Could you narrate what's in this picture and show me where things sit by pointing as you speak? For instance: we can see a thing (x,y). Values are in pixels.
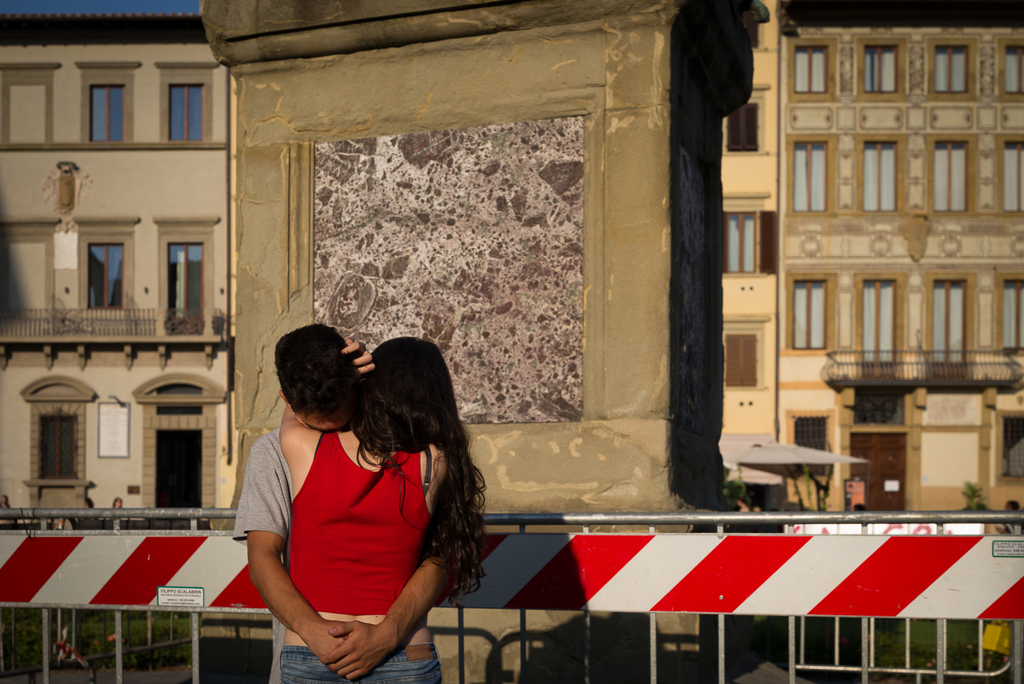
In this image I can see two people (307,563) with ash, red and blue color dresses (299,574). In the background (545,599) I can see the railing (722,635), building (124,203) with windows (171,257) and railing (55,326) and the sky (14,5).
